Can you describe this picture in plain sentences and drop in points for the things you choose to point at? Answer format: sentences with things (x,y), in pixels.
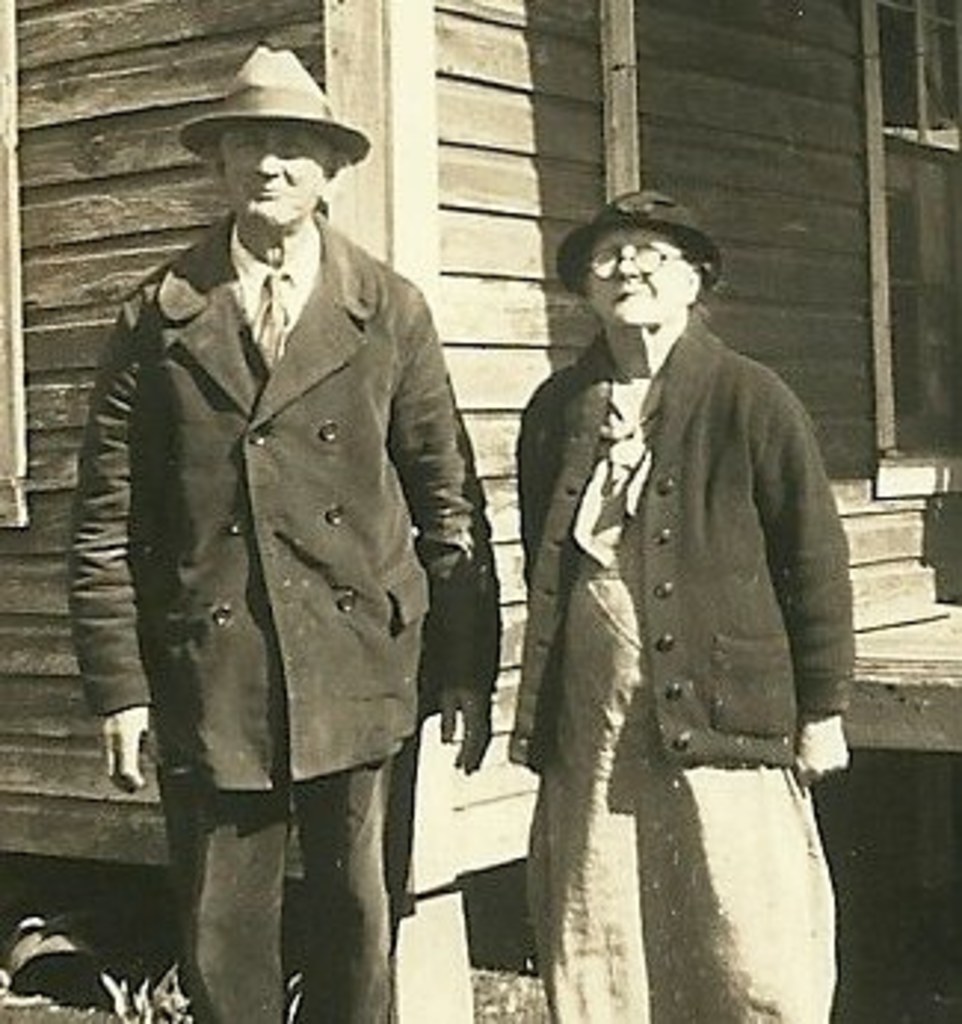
This is a black and white pic. In this images we can see a man (223,430) and a woman (555,865) are standing at the wall (883,555) and the man (404,683) is having a hat (246,122) on his head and we can see windows (926,166) and plants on the ground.
